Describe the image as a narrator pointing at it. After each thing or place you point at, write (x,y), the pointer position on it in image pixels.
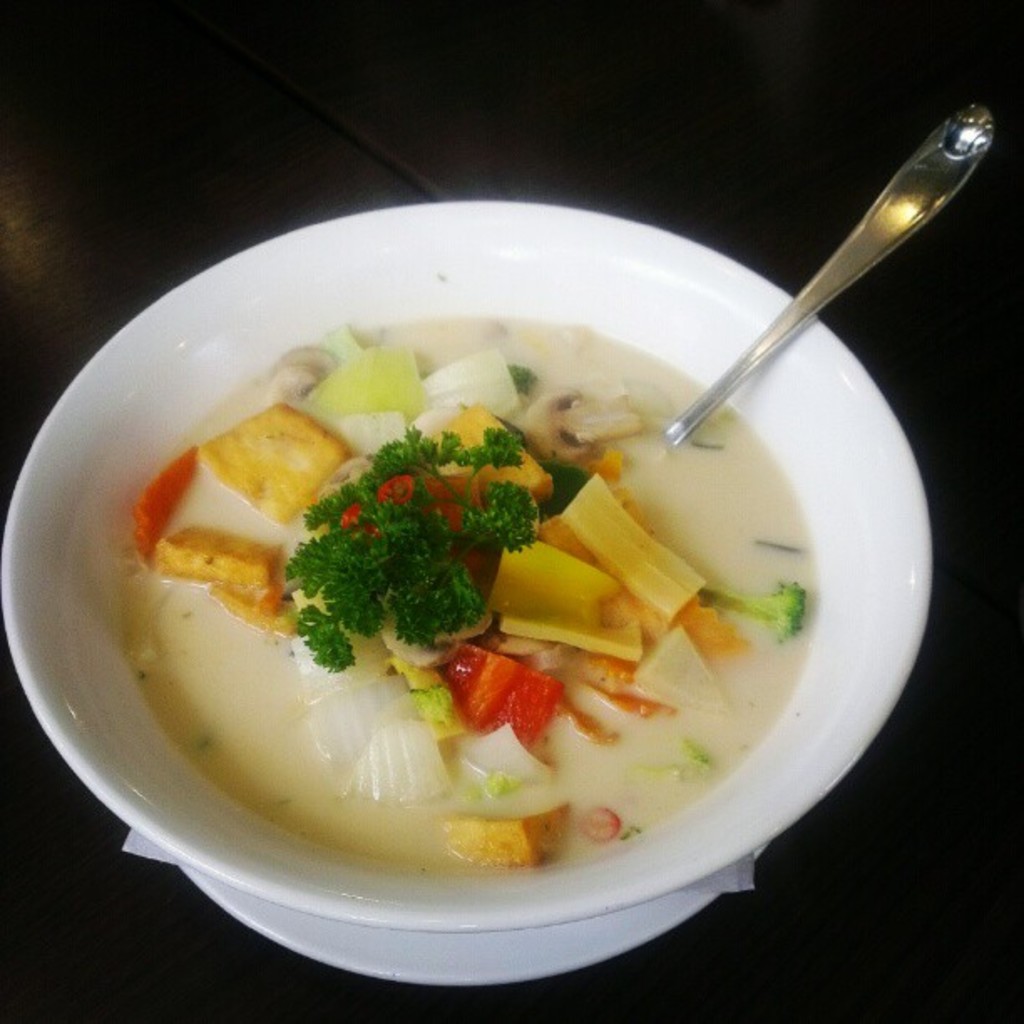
There is a bowl (342,268) on a black surface (828,969). In the bowl (631,312) there is a food item (428,619) and a spoon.
